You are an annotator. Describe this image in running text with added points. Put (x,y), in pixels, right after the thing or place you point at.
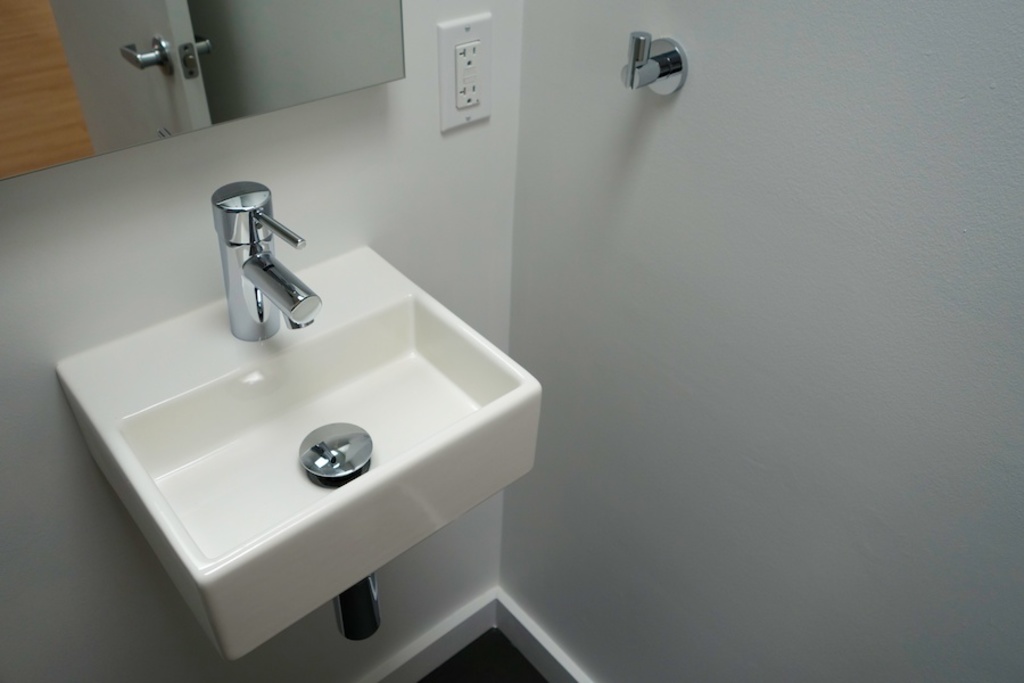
In this image we can see a wash basin (504,457), tap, socket (440,40), and an object (662,74). There is a wall (785,388). Here we can see a mirror (256,76). In the mirror (232,29) we can see the reflection (70,92) of a door (119,97) and a holder (206,44).
